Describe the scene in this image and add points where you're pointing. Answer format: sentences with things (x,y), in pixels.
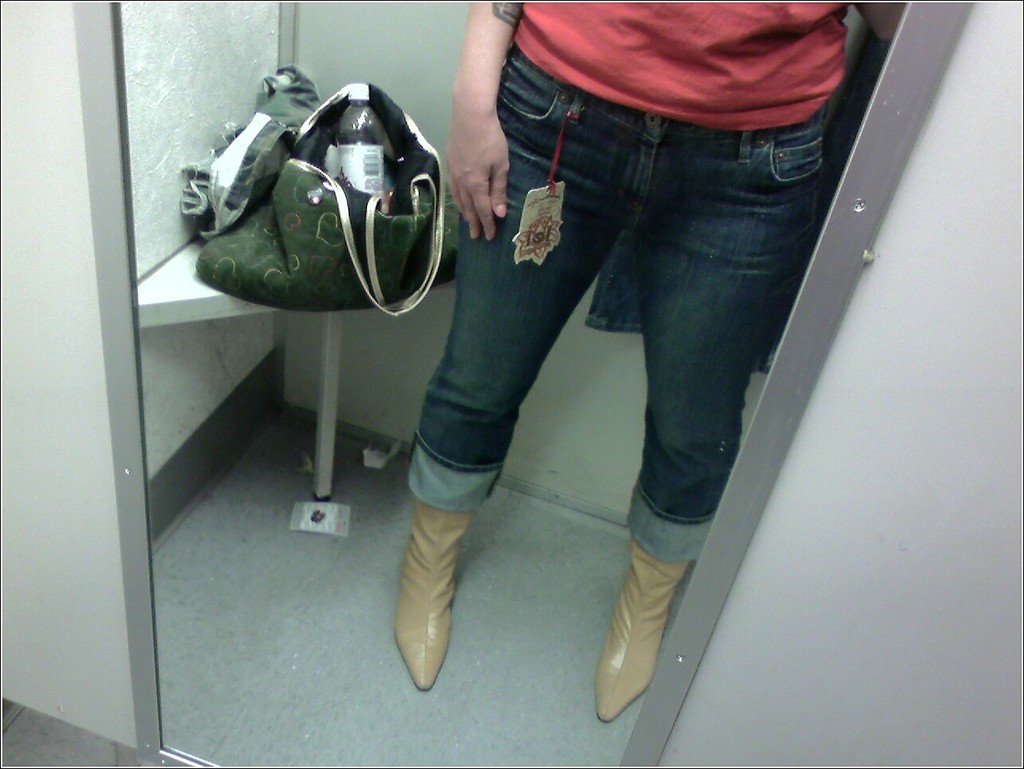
In the image we can see legs (607,205) of a person (553,303). Beside them there is a bag (305,182) and water bottle (357,182) is in bag (302,193).
